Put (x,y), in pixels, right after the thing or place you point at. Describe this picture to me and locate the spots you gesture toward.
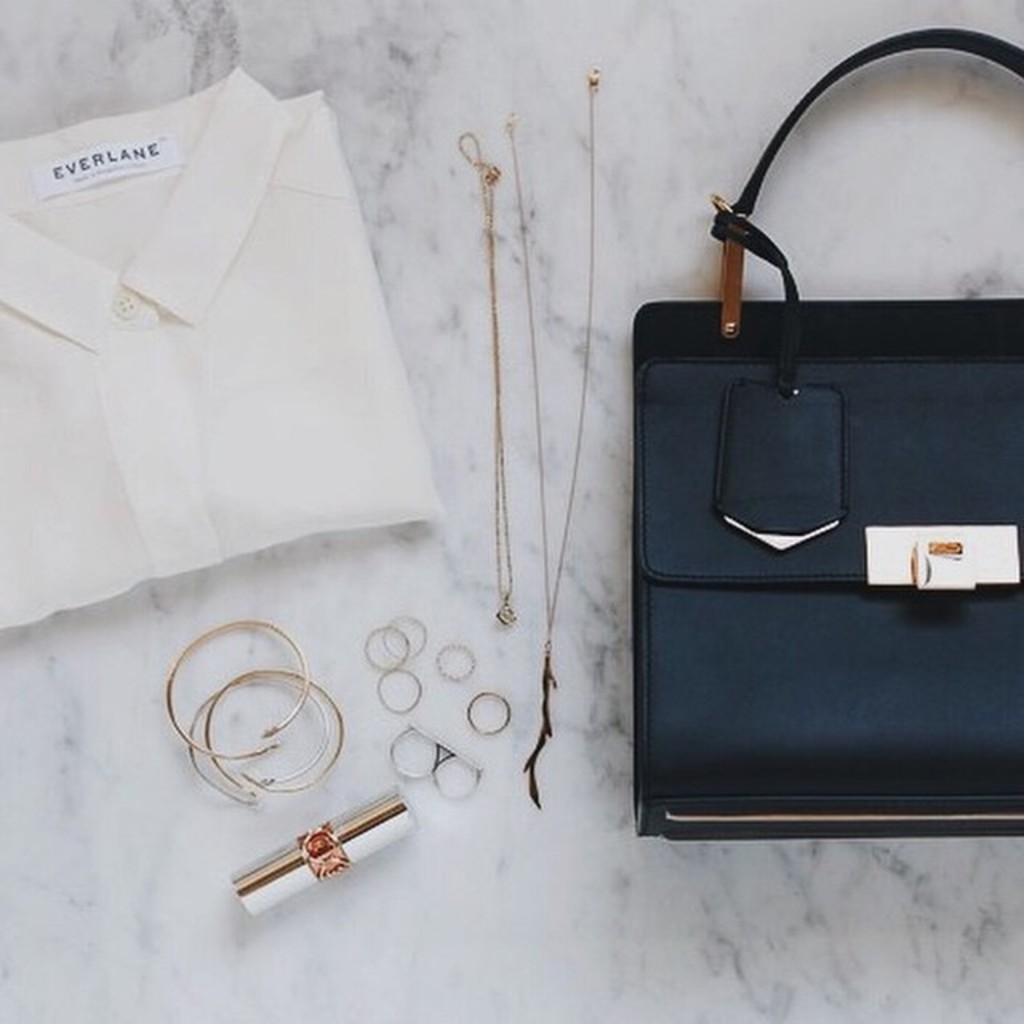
In this image I see a bag (660,311), few accessories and a shirt (133,570).
